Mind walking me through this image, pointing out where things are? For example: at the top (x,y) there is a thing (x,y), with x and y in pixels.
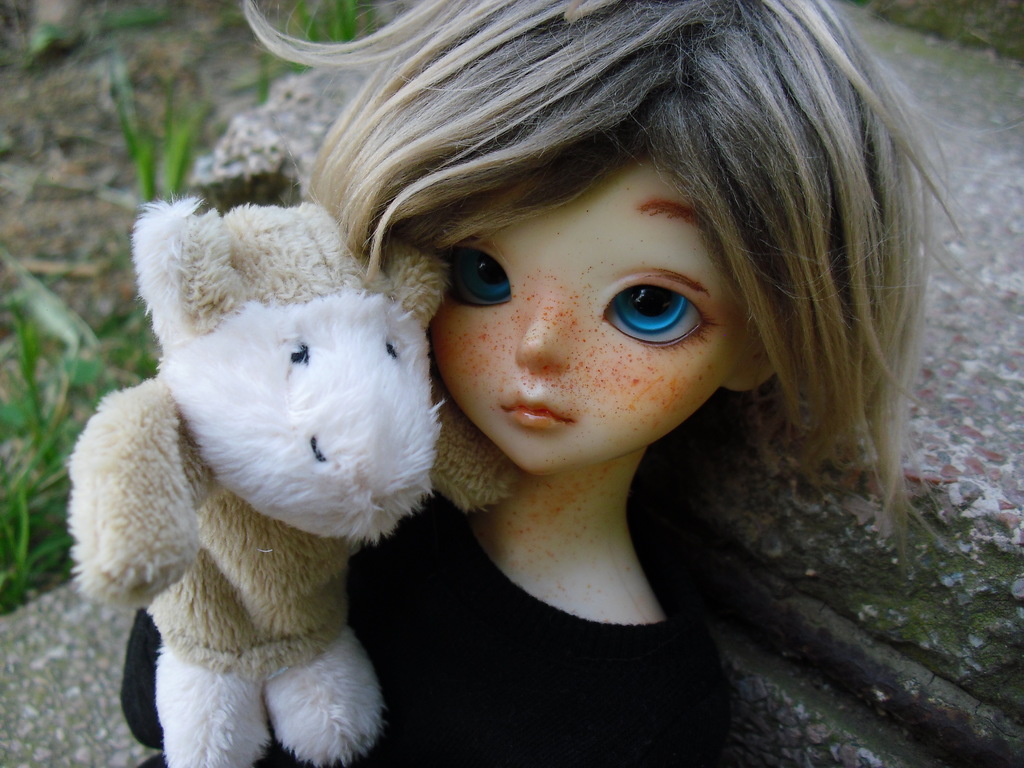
In this image there are toys (327,554), in the background (244,154) it is blurred.
